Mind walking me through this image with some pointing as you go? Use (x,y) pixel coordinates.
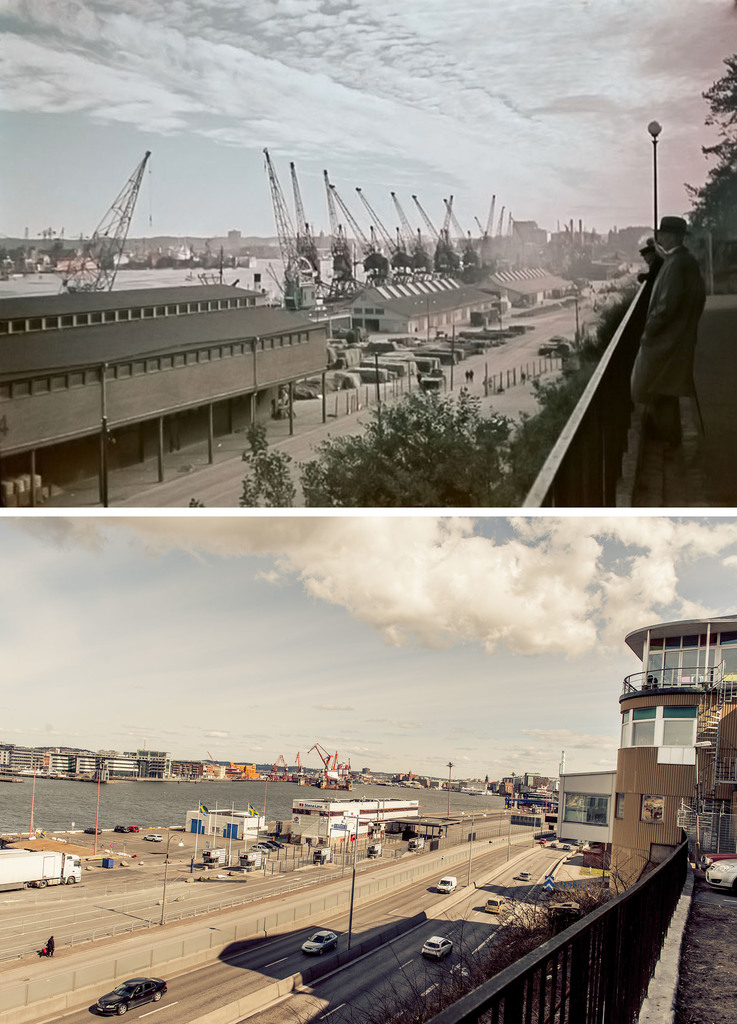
This is a collage image. In the top (677,338) image I can see two persons (687,298) standing near the steel fencing (601,432), I can see trees (498,420), poles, I can see houses (593,277), cranes (268,271), water (138,271) and the cloudy sky (246,192) in the background (395,185). In the bottom (174,974) image I can see vehicles (326,933) moving on the road (344,930), I can see buildings (689,729), water (425,805), cranes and the sky (312,551) with clouds (322,567) in the background (388,761).
